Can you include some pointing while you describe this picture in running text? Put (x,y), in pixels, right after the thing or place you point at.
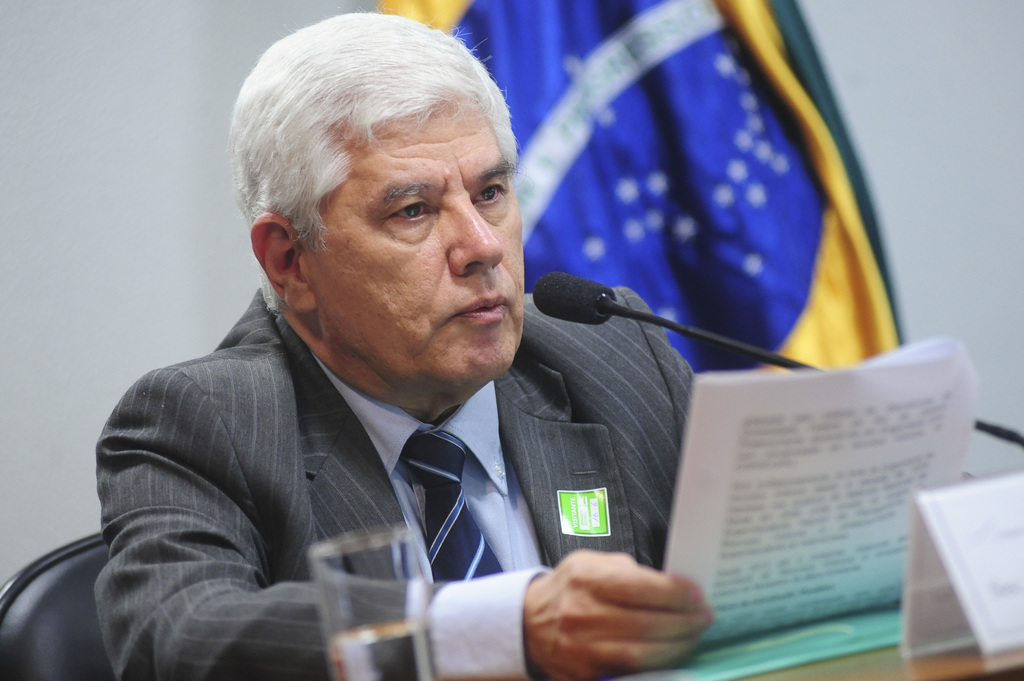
In this image we can see a man (397,387) sitting on a chair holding some papers (809,604). We can also see a table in front of him containing a mic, name board (929,511) and a glass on it. On the backside (770,121) we can see the flag (700,98) and a wall (126,237).
